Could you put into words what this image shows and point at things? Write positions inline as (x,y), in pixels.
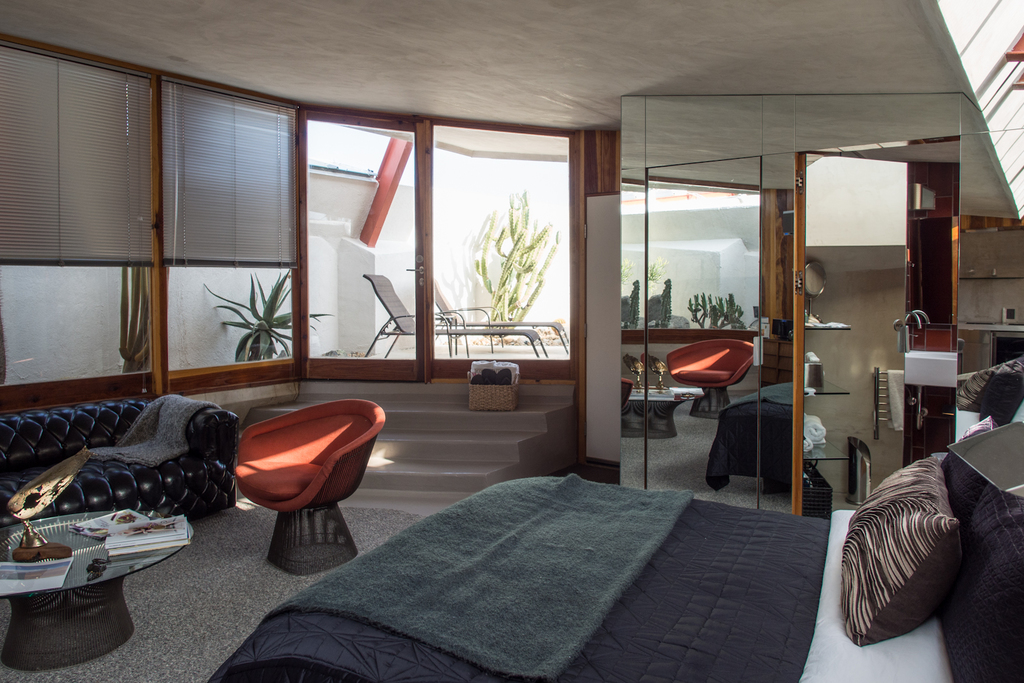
In this picture we can see a room (618,463) with furniture (217,417) such as sofa (121,439), chair (347,454), table (7,551) and on table (156,557) we have books (154,540), some statue (23,544) bed (522,544) and on bed (525,597) there is bed sheet (818,561), pillows (942,544), doors (755,204), racks (817,320), chairs (733,350), basket (515,384), steps (400,467).
